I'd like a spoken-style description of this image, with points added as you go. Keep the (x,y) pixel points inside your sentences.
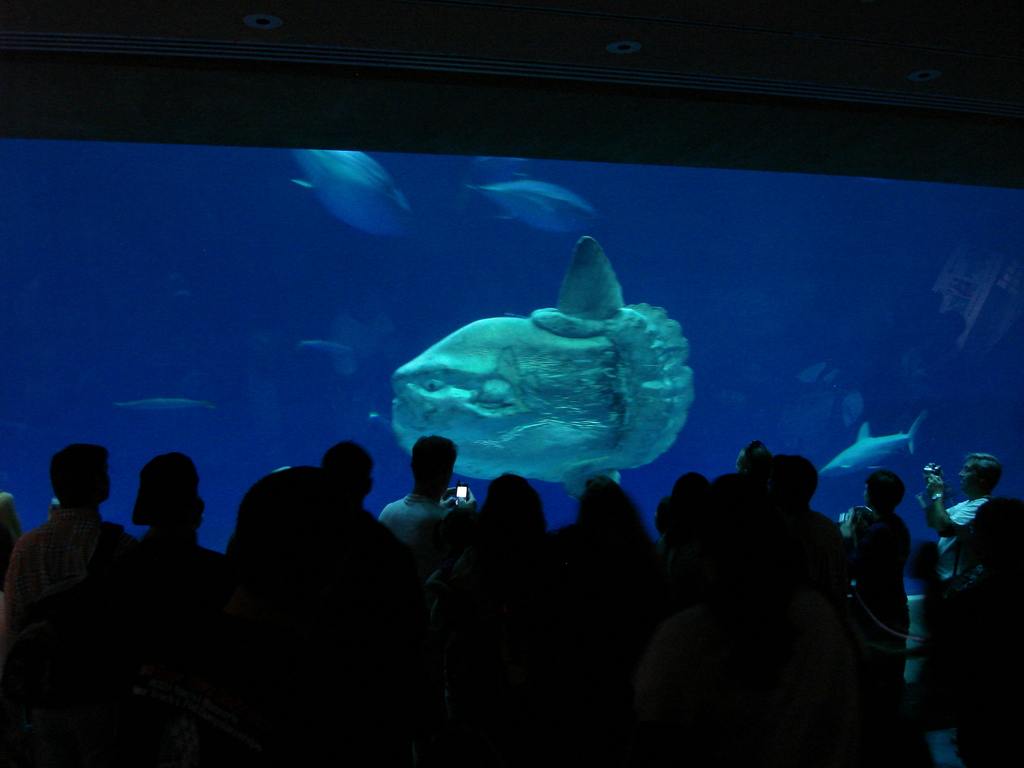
In this picture there are group of people (774,607) standing and there are fishes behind the glass (823,194) in the water (988,268). At the top (657,137) there is a roof (757,101).
